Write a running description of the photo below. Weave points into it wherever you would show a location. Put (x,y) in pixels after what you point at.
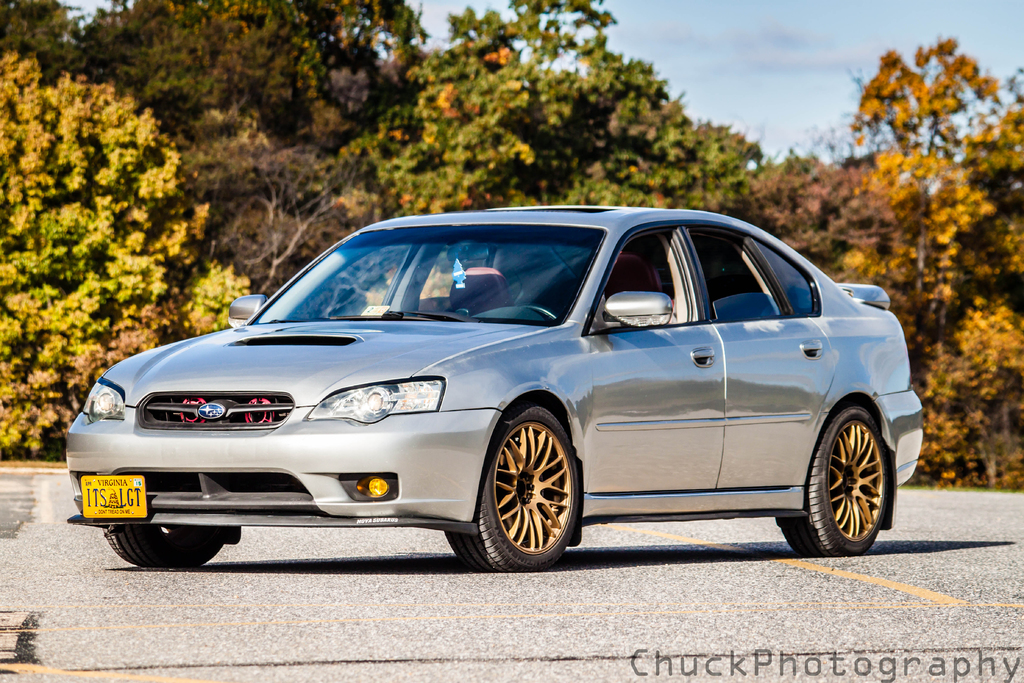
In this image we can see a vehicle (425,395) on the road (351,529), there are some trees (567,166), in the background (717,89) we can see the sky (861,38).
